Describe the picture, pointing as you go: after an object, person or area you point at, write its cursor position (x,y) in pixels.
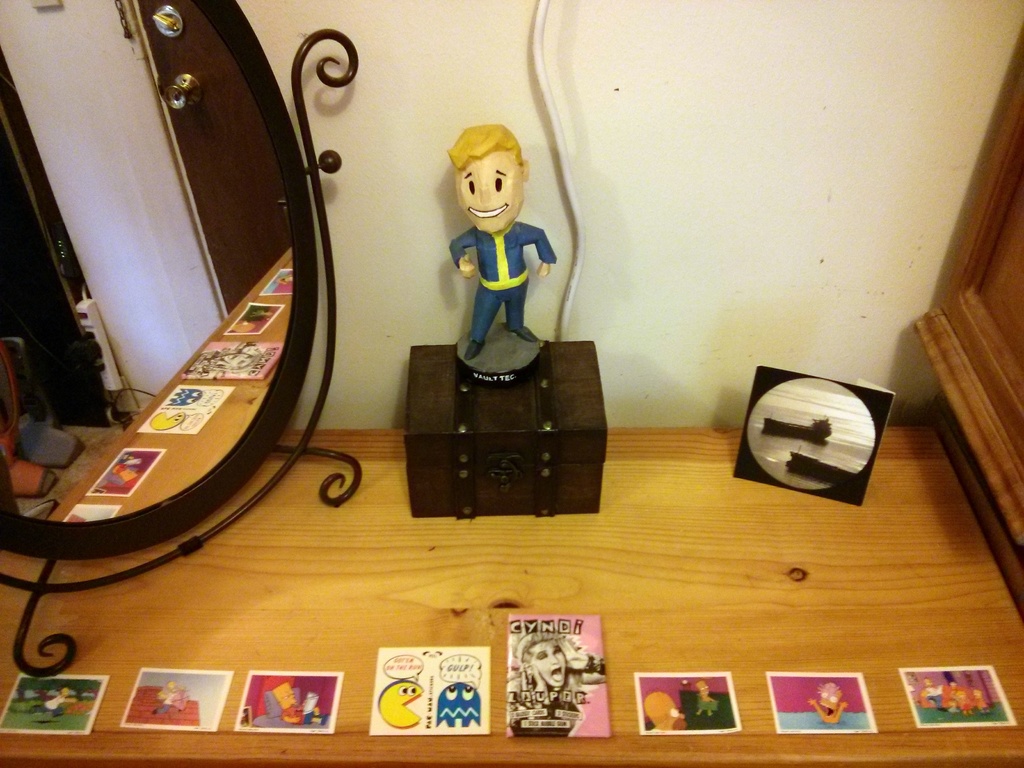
In this image we can see a mirror (273,344) which is on the left side (254,50). This is a doll (518,359) which is placed on this box (519,445). This is a wooden table (744,610) where these cards (392,722) are kept on it.
